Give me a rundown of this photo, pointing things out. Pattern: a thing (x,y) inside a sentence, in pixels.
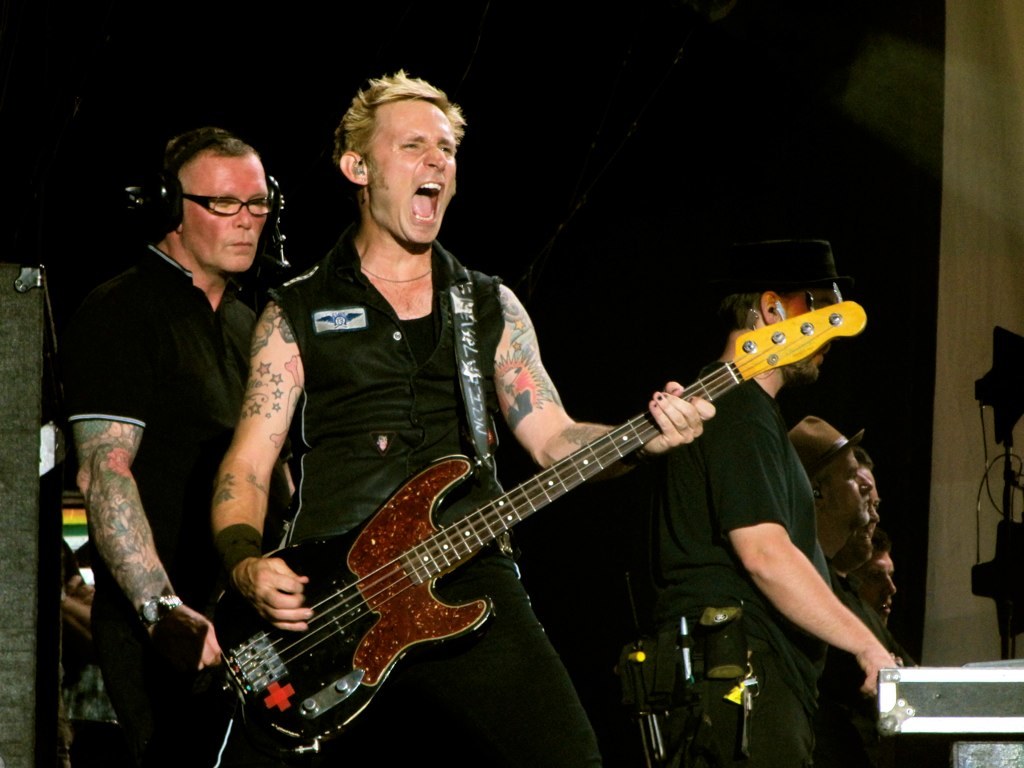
In the image we can see there is a man (452,274) who is standing and holding guitar (780,335) in his hand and there are lot of people (104,512) standing at the back (835,521) the man (547,420) is wearing black colour dress (554,736) and he is having tattoo (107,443) on his body (363,448).
